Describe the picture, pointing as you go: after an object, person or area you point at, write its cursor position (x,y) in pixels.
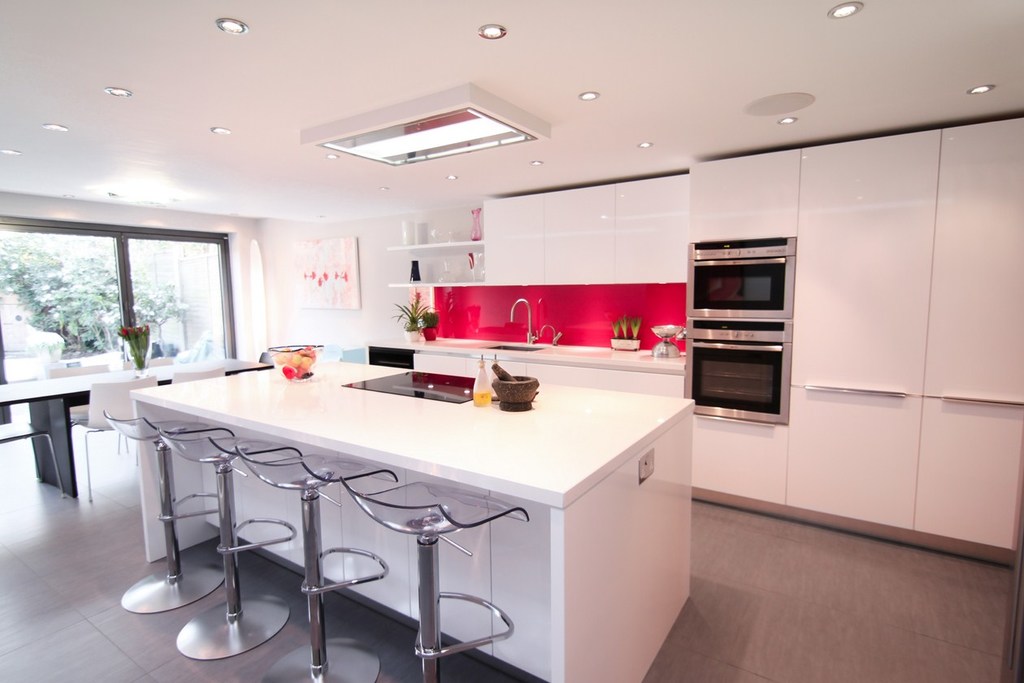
In this image i can see a kitchen table (409,448) with few chairs (322,486) and a countertop (534,355) with sink (515,350) and a tap (528,334). In the background (697,328) i can see a oven (763,316), a window (116,289) and trees (76,295).
